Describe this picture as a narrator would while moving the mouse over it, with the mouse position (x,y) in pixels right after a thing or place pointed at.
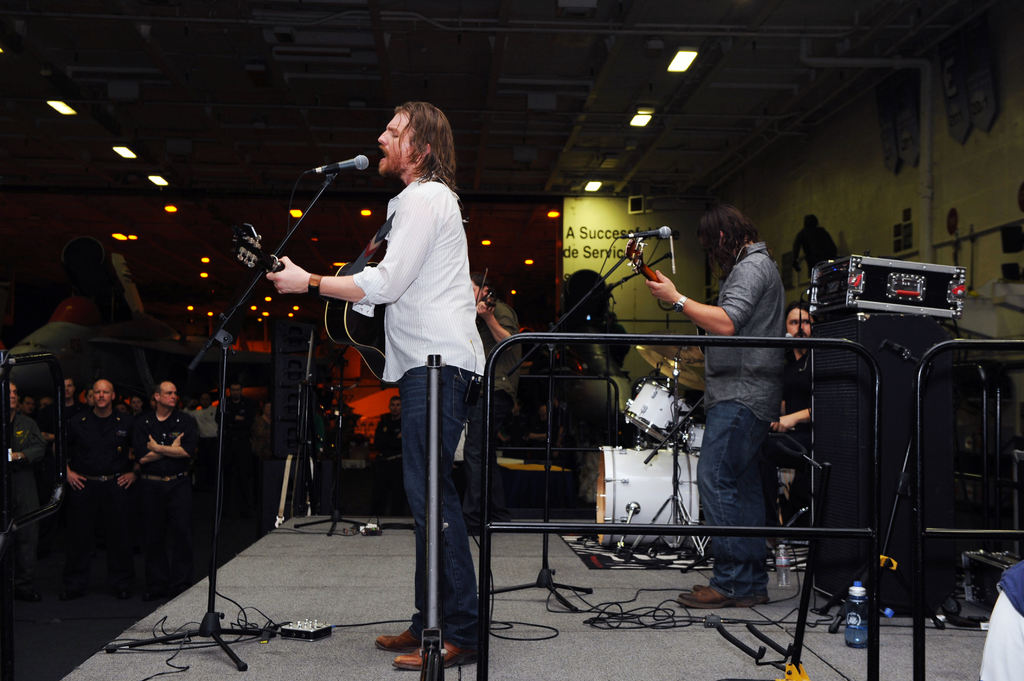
In this image I can see group of people (432,160) some are sitting and some are standing and playing the musical instruments (701,350). I can also see few microphones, background (46,422) I can see few people (247,454) standing and I can also see few lights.
